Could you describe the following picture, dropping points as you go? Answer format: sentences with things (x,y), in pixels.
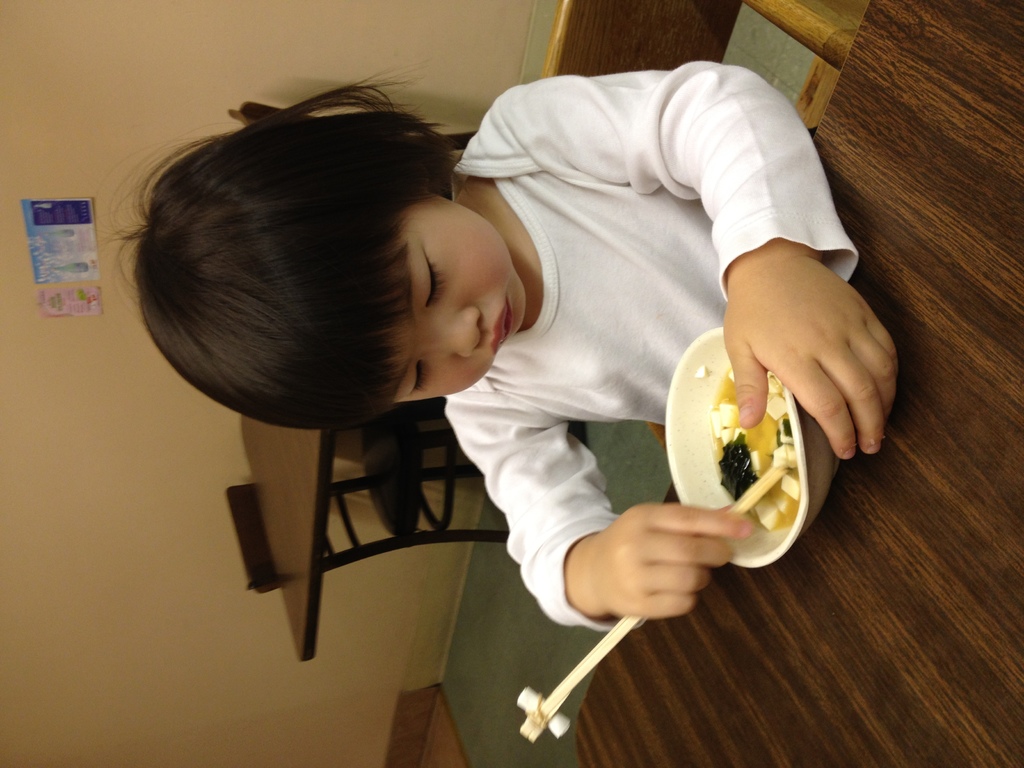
In this image we can see there is a person (581,332) sitting on the chair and holding a stick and there is a table (867,531), on the table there is a bowl (688,455) with some food item (727,469). At the back (114,459) there is a wall (153,466) and to the wall (338,522) it looks like a poster (74,260).
